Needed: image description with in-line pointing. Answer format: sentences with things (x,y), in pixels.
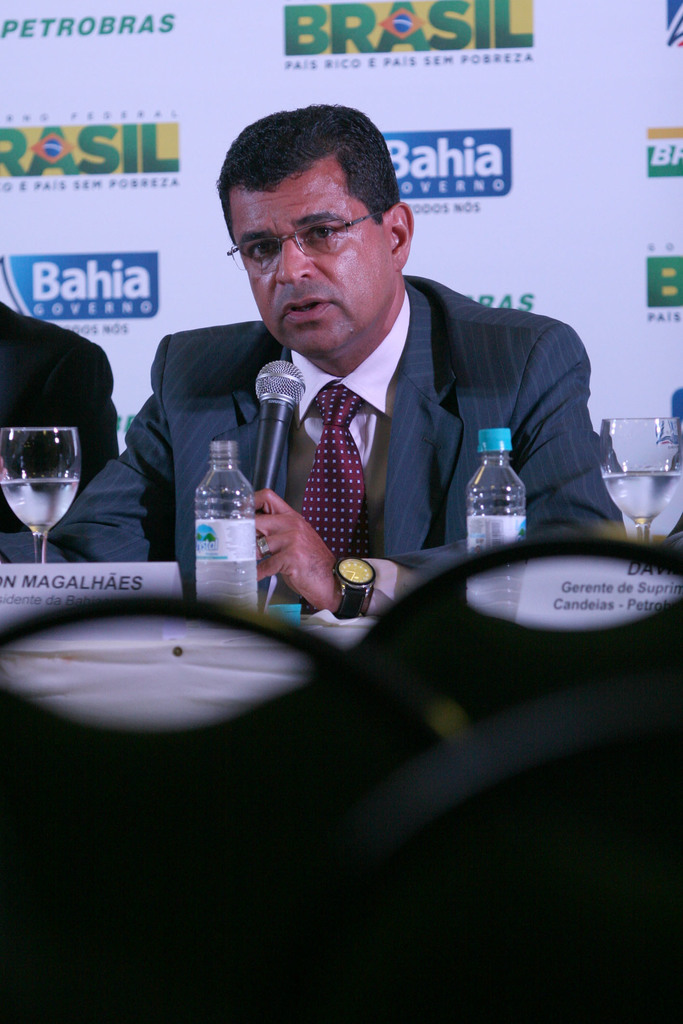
There is a man (74,520) holding a microphone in his hands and he is speaking. This is a bottle (212,577). This is a glass (10,494). In the background (215,21) there is a hoarding (509,195).
